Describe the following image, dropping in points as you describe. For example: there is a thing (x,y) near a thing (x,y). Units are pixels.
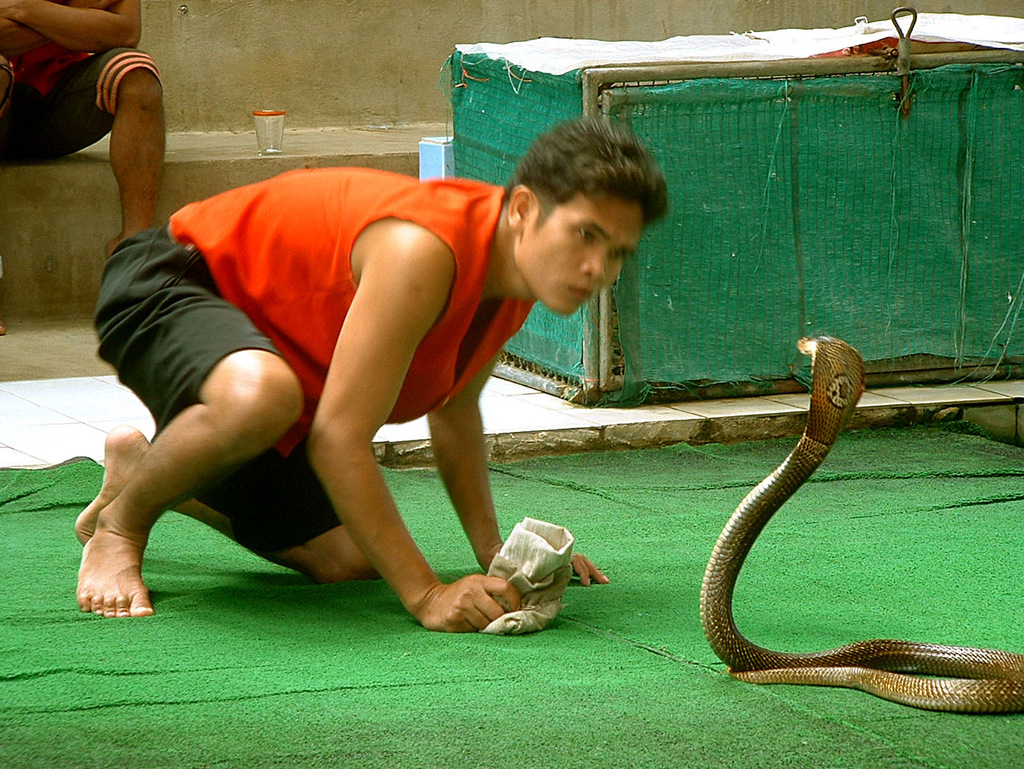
In the picture we can see a green color floor mat (219,548) on it, we can see a man (131,561) sitting on a knee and in front of him we can see a snake (891,642) and a man (119,564) is watching it and behind him we can see a person (121,97) sitting near the wall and beside him we can see a box (989,168) which is covered with green color cloth (934,124) to it.
